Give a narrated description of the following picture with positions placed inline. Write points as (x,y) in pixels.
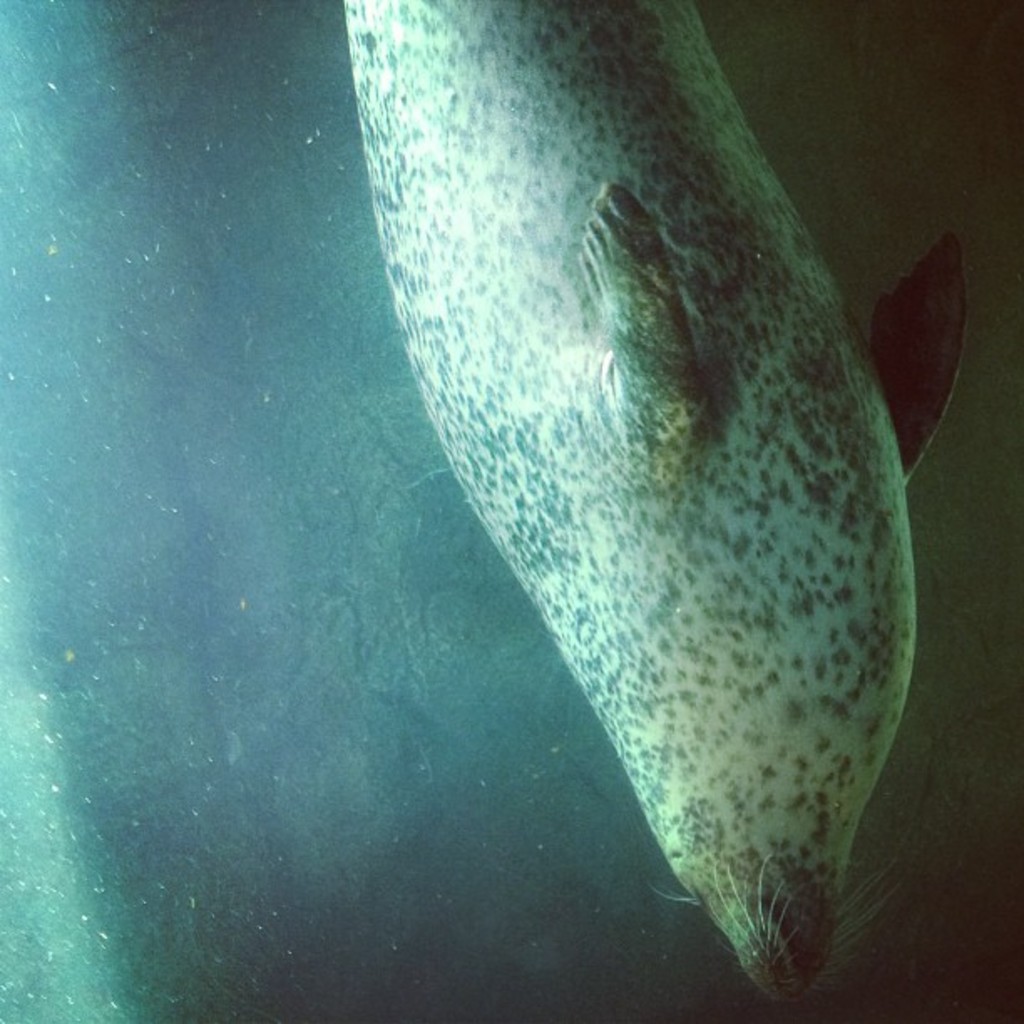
In this picture we can see a seal (591,664) in the water (348,718).
